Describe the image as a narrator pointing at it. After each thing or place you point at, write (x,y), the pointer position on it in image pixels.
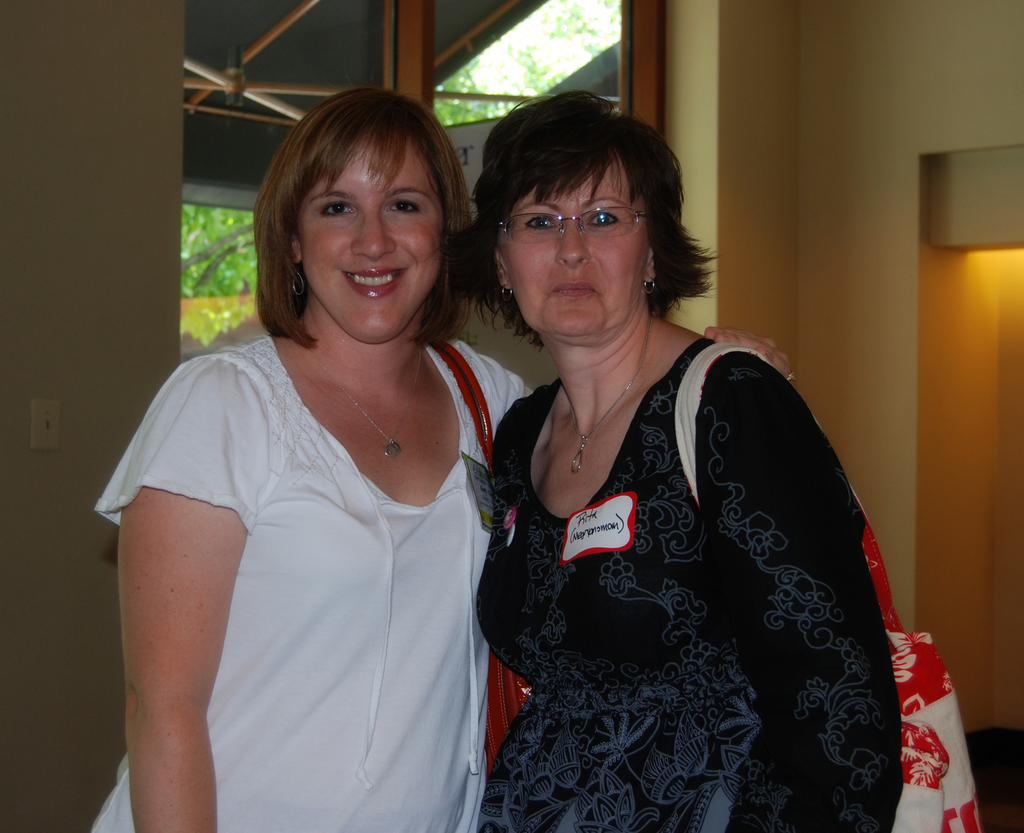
In the center of the image (672,280) there are two persons (770,440) standing. In the background of the image (753,109) there is a wall (102,117). There is a door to the right side of the image (946,496). There is a window (266,105).
